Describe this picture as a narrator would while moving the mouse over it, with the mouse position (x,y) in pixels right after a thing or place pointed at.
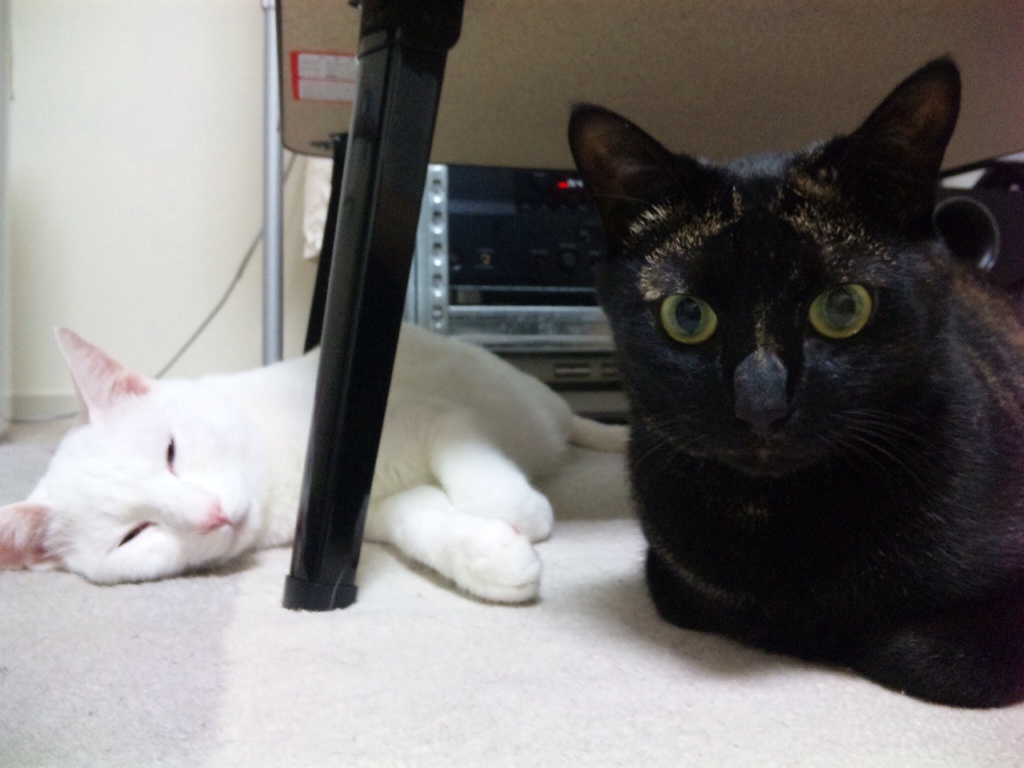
On the left (177,385) we can see a white cat (139,442) lying on the carpet (179,661) on a floor (382,665) and on the right (898,393) there is a black cat (778,339) sitting on the carpet (830,692) on a floor (861,721). In the background (304,273) we can see a pole (274,299), cable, wall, electronic device (572,214) and an object (501,59) over here.
